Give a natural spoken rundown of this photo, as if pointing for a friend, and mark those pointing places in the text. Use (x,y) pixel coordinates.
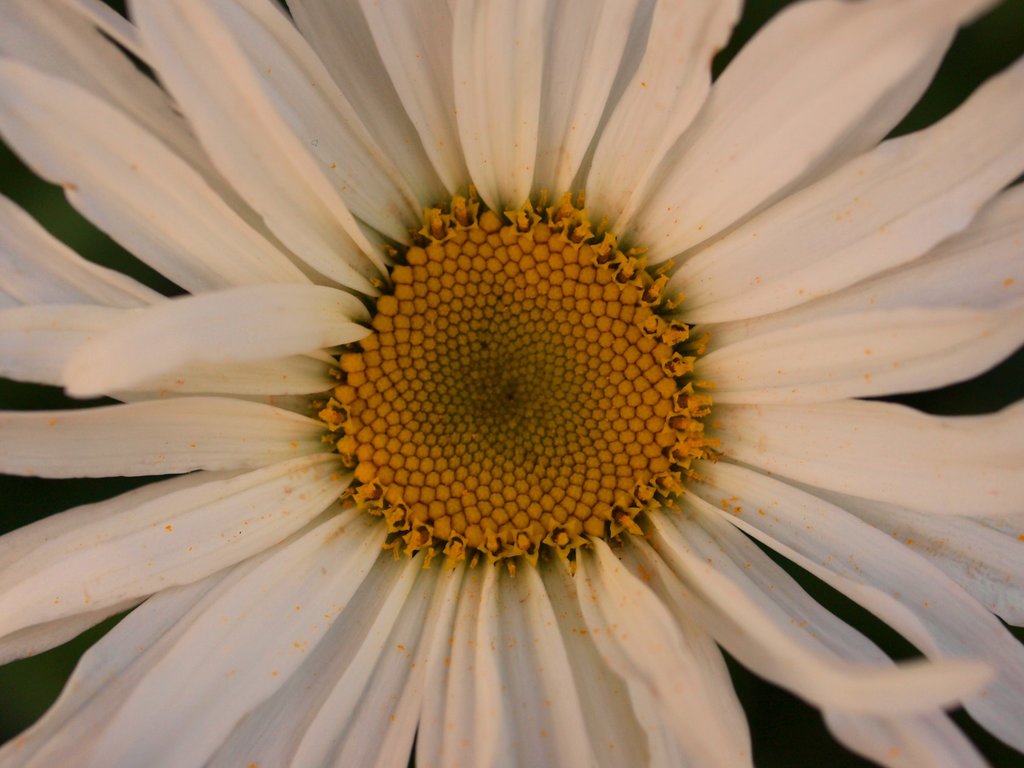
In the image there is a white flower (335,251) and it is a zoom in picture of the flower (572,566).
